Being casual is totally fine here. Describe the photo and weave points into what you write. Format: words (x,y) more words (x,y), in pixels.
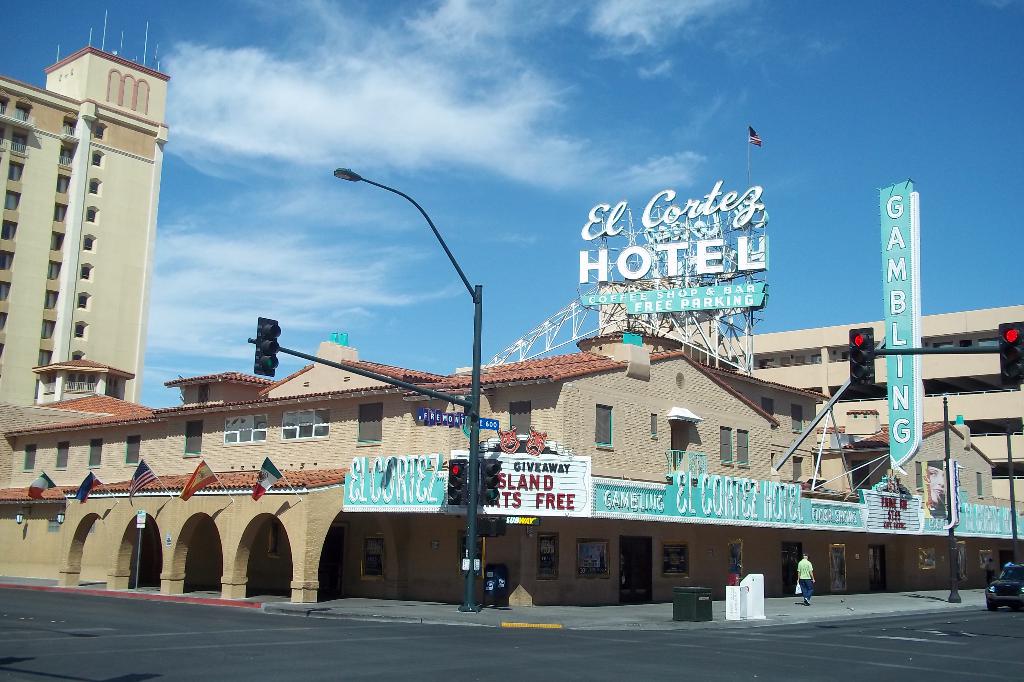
We can see lights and traffic signals (1020,351) on poles (469,555) and there is a person (805,582) walking and holding an object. We can see car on the road (810,642), box (685,597), boards (549,487), flags (269,467) with sticks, buildings (566,534), rods (731,262) and hoarding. In the background (178,118) we can see sky (605,82) with clouds (515,121).
